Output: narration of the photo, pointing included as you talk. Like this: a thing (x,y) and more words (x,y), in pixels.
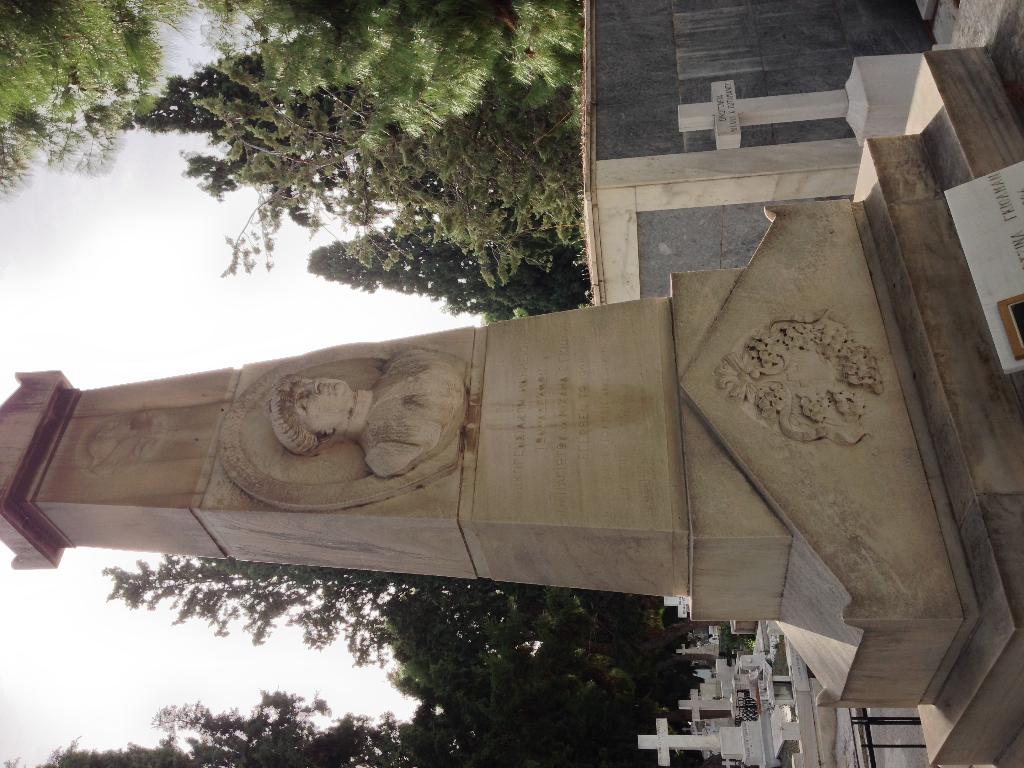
This image is in left direction. This place is a graveyard (733,681). Here I can see a pillar (132,444) on which there is a sculpture (323,422) of a person (380,424). In the background (463,679) there are trees (345,108). On the left side (85,316) I can see the sky (116,330).
